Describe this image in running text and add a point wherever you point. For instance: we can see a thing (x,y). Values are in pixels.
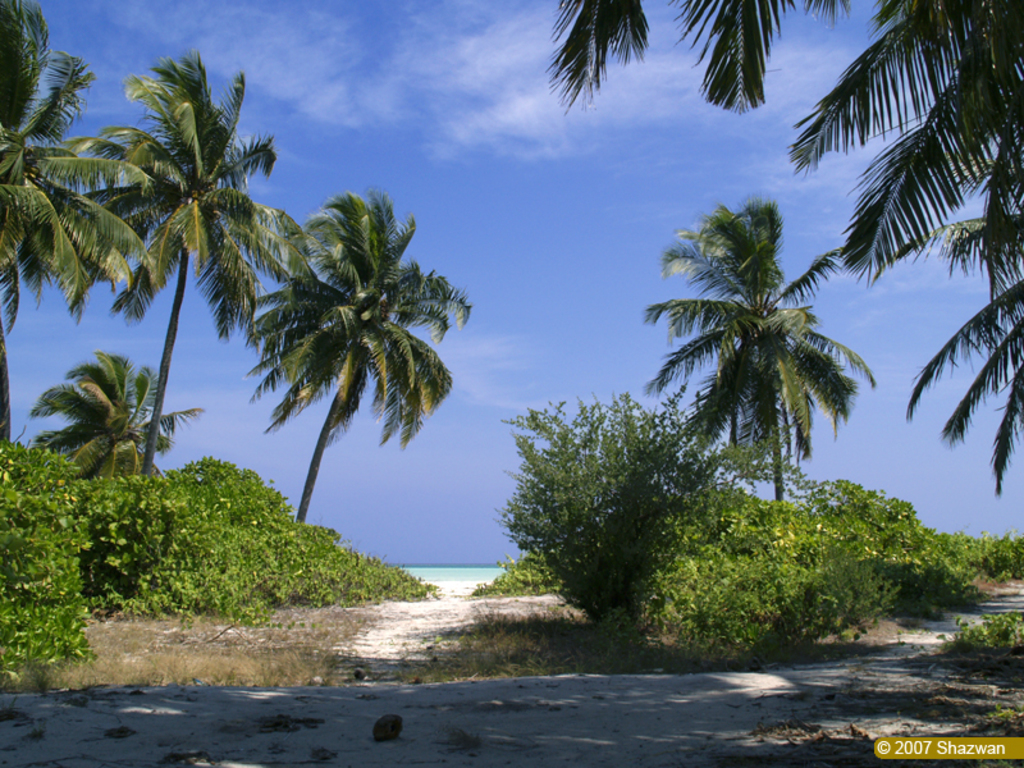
In this image there is sand (879,667), grass (543,621), plants (524,581), trees (531,539), water (409,570), sky (629,363) and a watermark (1022,747) on the image.
